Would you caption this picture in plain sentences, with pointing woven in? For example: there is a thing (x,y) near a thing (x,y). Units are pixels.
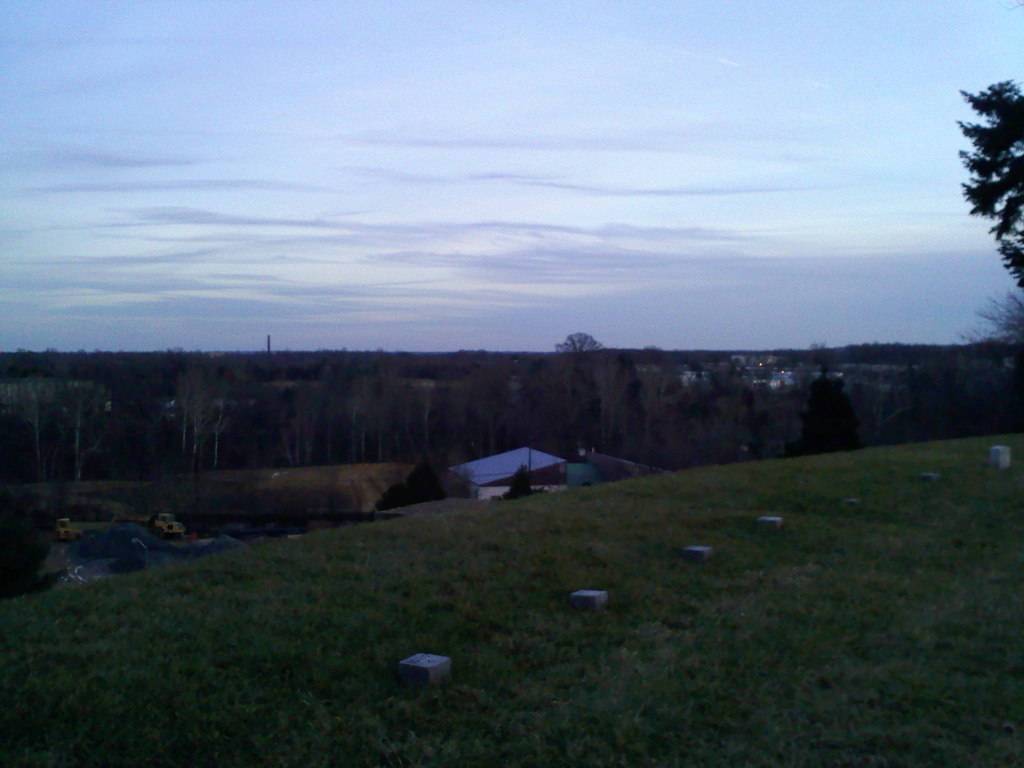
This image consists of grass (677,560), plants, trees (410,416), vehicles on the road (87,574), houses (588,456), poles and the sky (504,326). This image is taken may be in the evening.
